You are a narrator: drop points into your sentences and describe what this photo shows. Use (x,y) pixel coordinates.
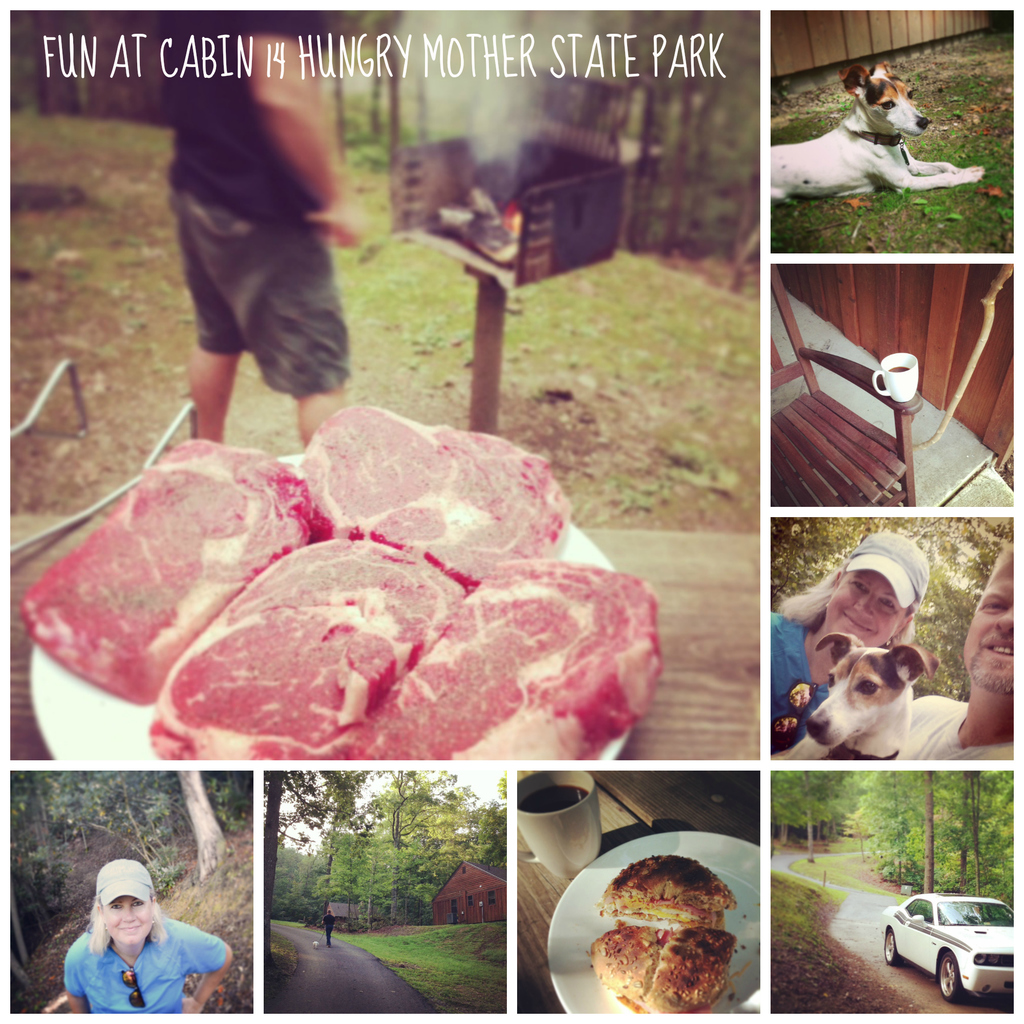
In the picture we can see a few images in the first image we can see a plate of meat (214,604) and person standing near it and in the second image we can see a dog (894,98) sitting on the grass surface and in the third image we can see a man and a woman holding a dog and smiling and in the fourth image we can see a cup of coffee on the chair handle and in the next image we can see a car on the road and beside image with a road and grass surface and a house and in the last image we can see a woman (209,971) sitting near the tree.
